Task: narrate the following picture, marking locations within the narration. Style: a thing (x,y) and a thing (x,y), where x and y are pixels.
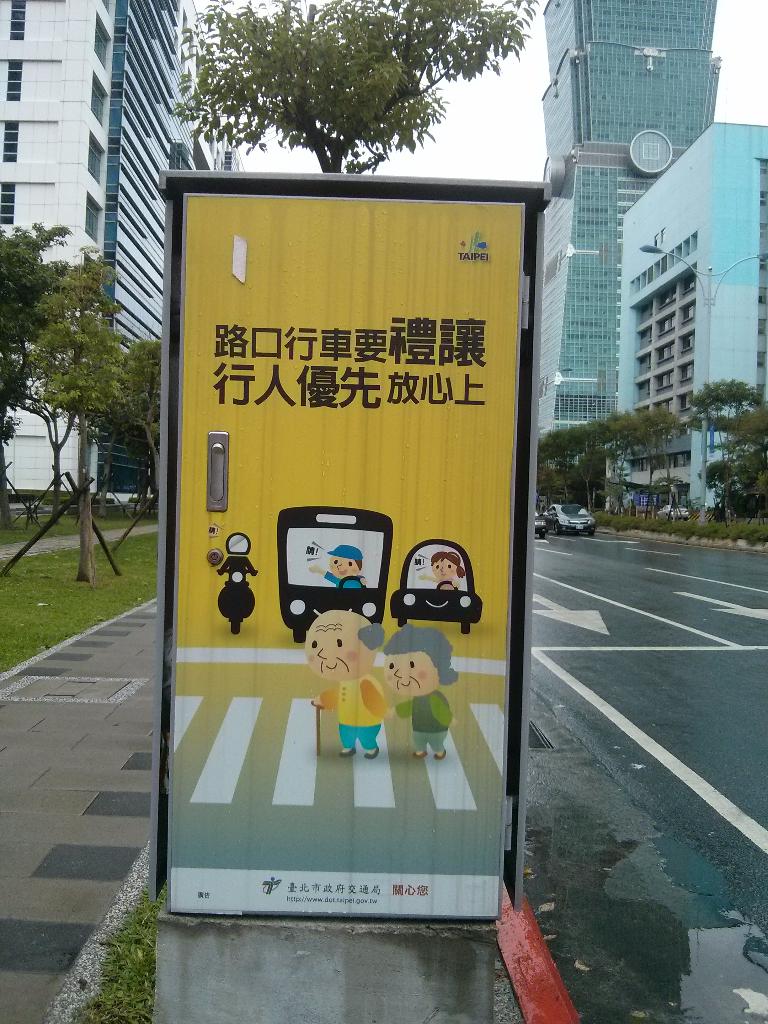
In this image there is one board (322,420), and on the board (333,454) there is text (353,379). And in the background (541,521) it looks like a wall (397,959) and also there are some buildings (592,300), trees (752,515), plants (722,519), grass (57,641), vehicles (550,523). At the bottom of the image (596,827) there is road (663,574).
